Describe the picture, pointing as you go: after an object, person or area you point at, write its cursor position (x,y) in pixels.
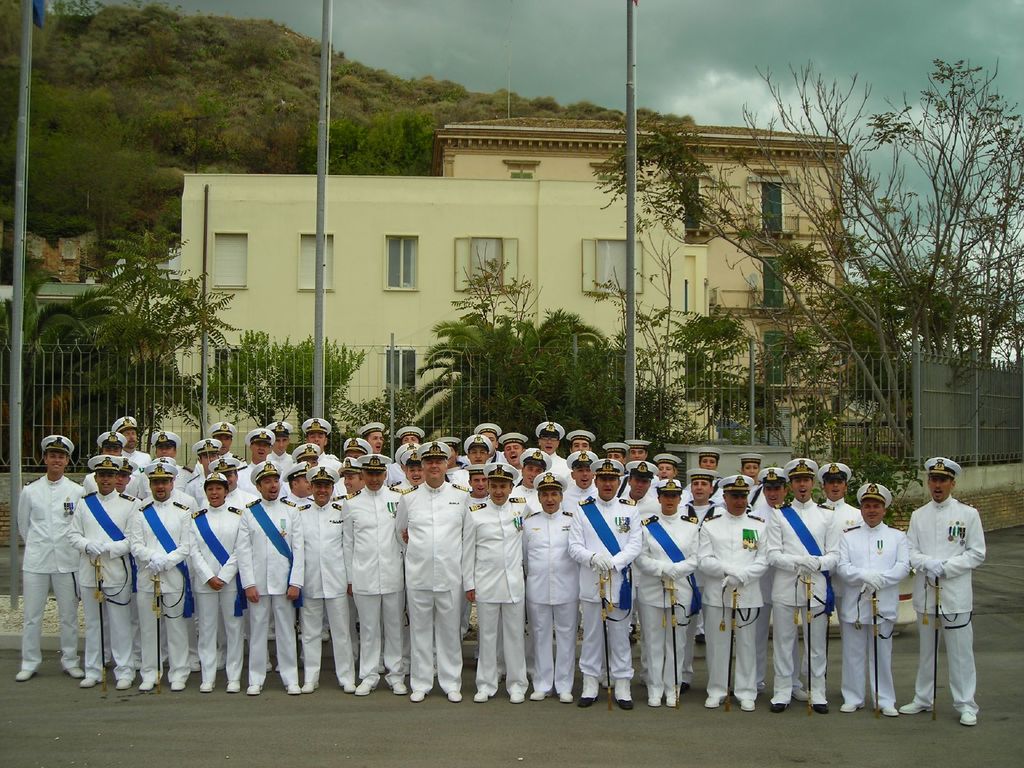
In this image, we can see a group of people (459,615) are standing on the road (562,735). Few people (565,609) are watching. Background (288,365) we can see trees (273,358), poles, fence (699,426), buildings (355,192), hill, walls (426,327), windows (463,259) and cloudy sky (499,69). Here we can see few people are holding some objects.
